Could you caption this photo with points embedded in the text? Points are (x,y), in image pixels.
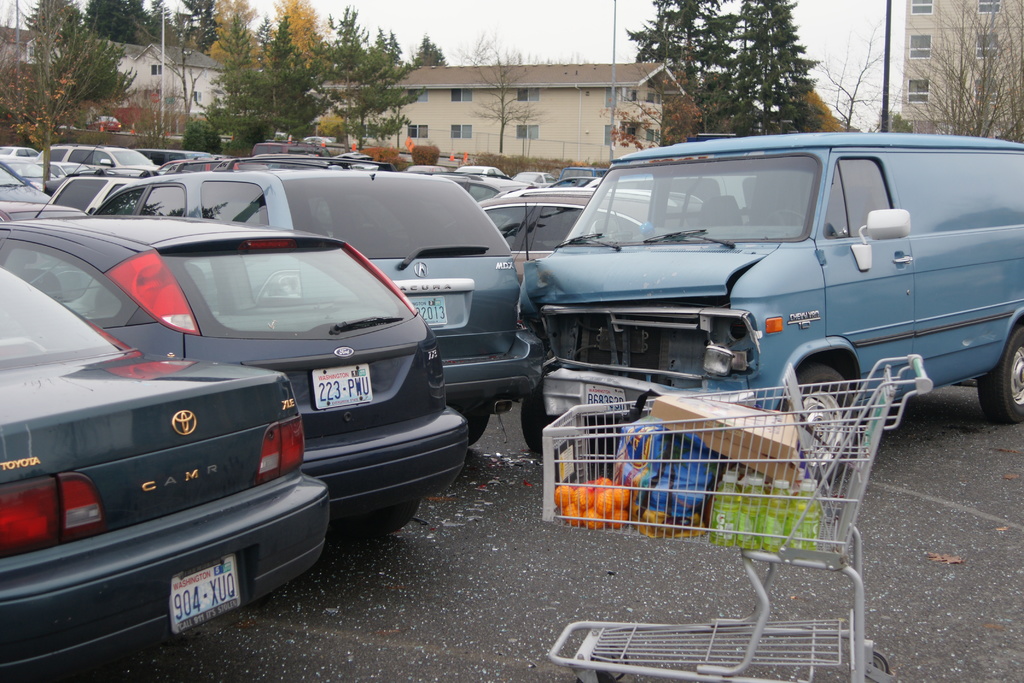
In this image we can see a group of vehicles (496,386) parked on the road (485,524). We can also see a trolley (685,461) beside them containing some oranges (571,504), bottles (727,523) and bags (693,503) in it. On the backside (666,130) we can see some houses (642,140) with roof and windows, some traffic poles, a group of trees (623,132), plants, poles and the sky (545,34) which looks cloudy.
